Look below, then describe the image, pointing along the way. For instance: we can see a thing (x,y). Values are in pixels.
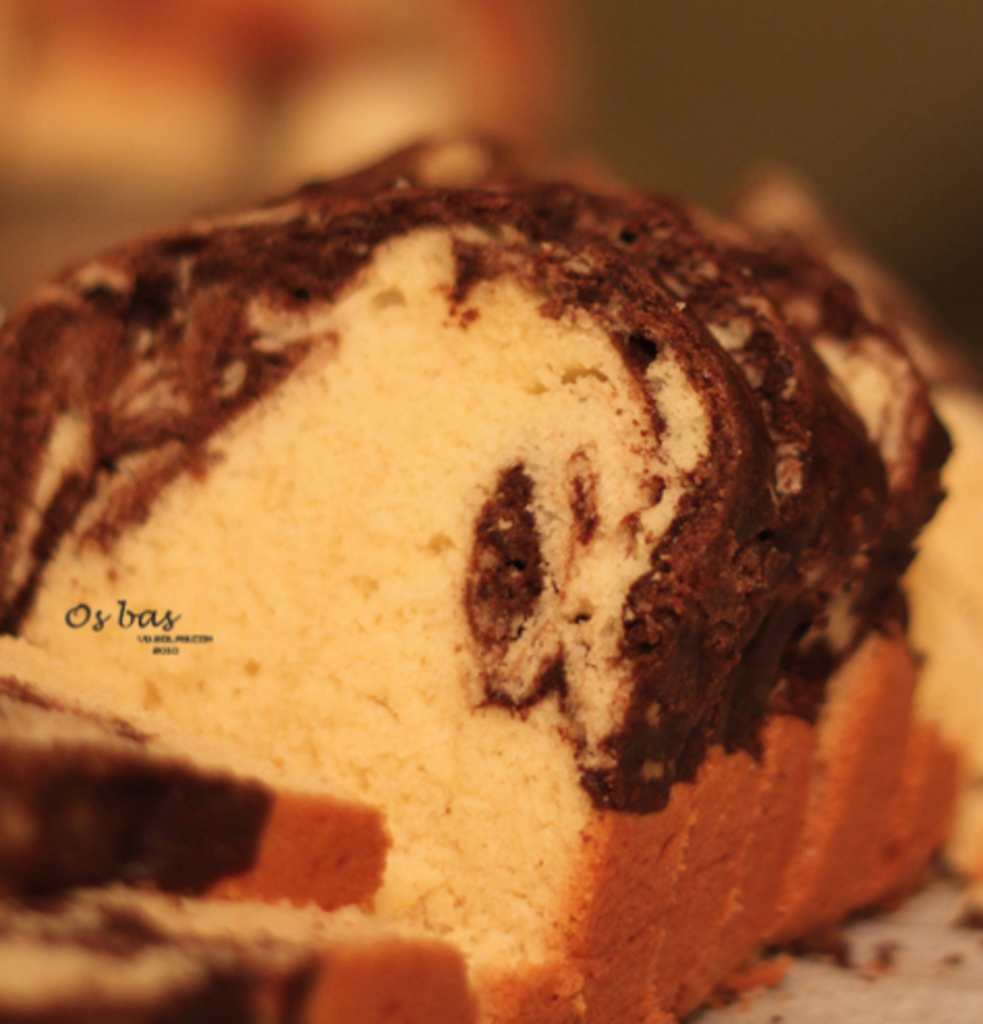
In the picture I can see a closer view of bread slices (515,631) placed on the surface (889,946). The surroundings of the image are blurred. Here I can see the watermark (103,635) on the left side of the image (167,614).
